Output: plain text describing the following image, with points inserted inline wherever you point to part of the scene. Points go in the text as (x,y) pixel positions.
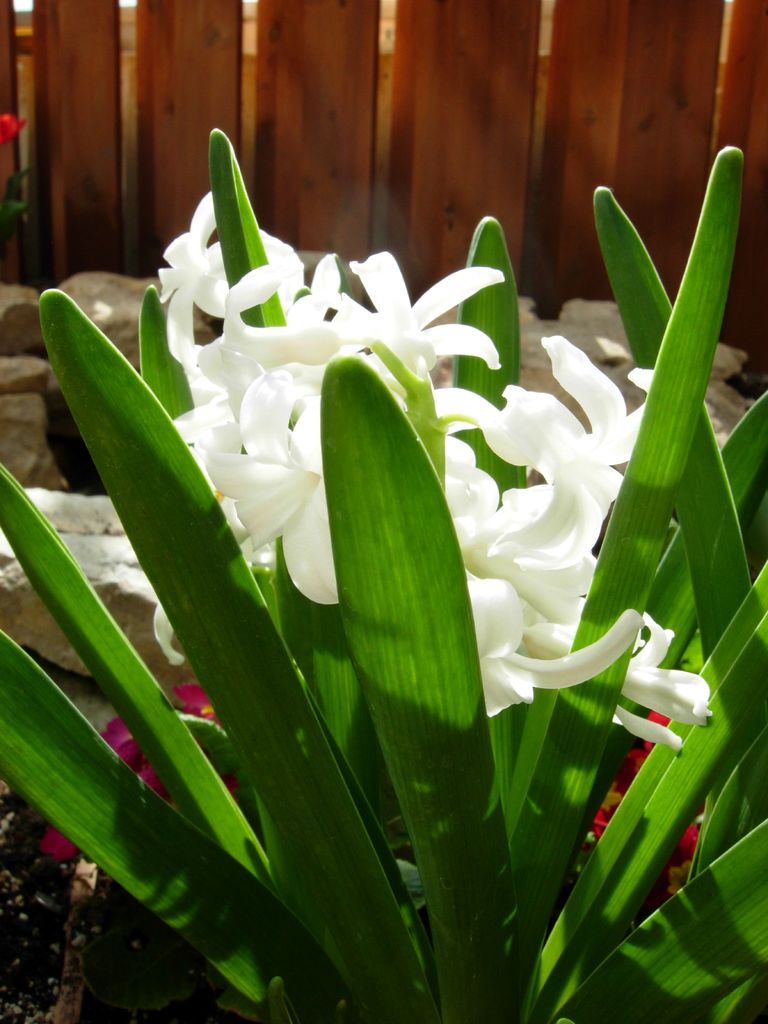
In this picture we can see a plant (281,709) with white flowers (297,576) and behind the plant (227,500) there are rocks (79,294) and a wooden fence (319,128).
